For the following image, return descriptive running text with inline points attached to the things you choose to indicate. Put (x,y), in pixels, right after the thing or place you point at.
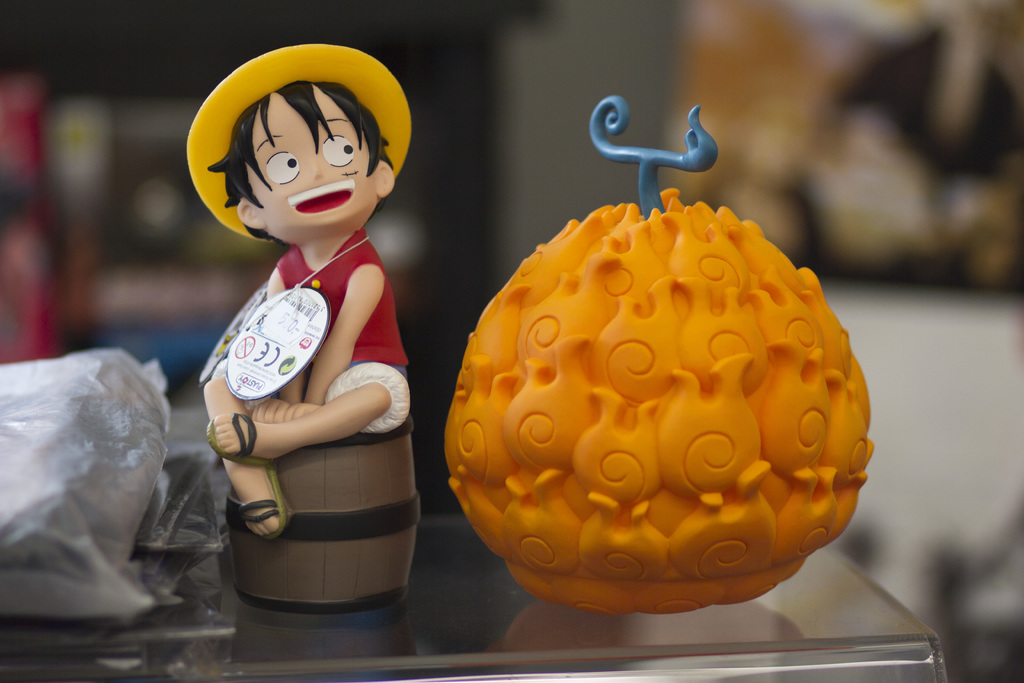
On this glass surface (598,627) we can see toys (276,386) and plastic cover (83,436). Background of the image (983,157) it is blur.
